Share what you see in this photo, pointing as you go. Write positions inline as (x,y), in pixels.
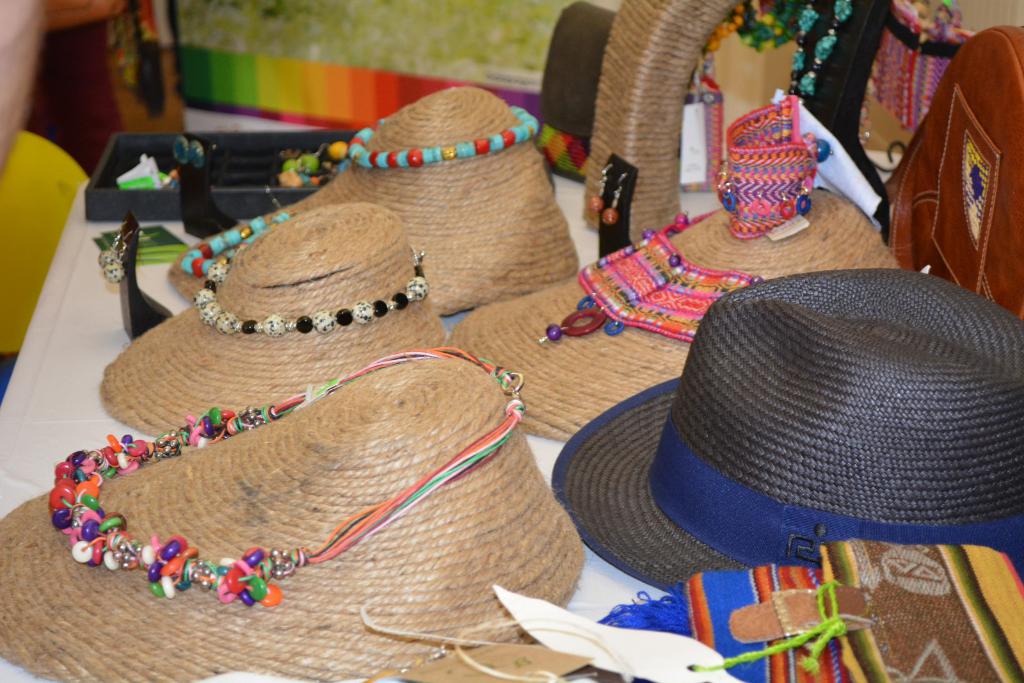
In this picture, we see a white table (72,389) on which the hats (574,481), bead chains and the earrings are placed. We even see the bags (975,268) and the cards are placed. On the left side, we see a yellow balloon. In the background (488,46), we see a wall (285,76) on which the objects (252,84) are placed.
